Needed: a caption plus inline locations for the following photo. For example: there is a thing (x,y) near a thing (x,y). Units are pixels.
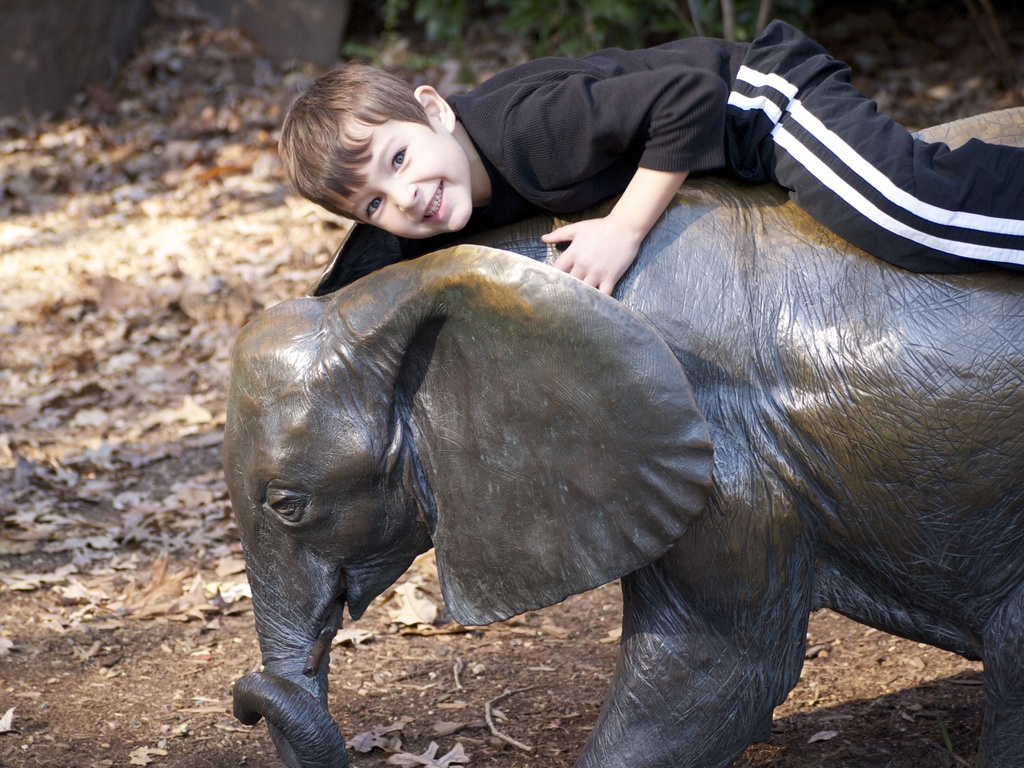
This is a picture of a boy (581,146), the boy (622,136) is lying on a elephant sculpture (699,369).
